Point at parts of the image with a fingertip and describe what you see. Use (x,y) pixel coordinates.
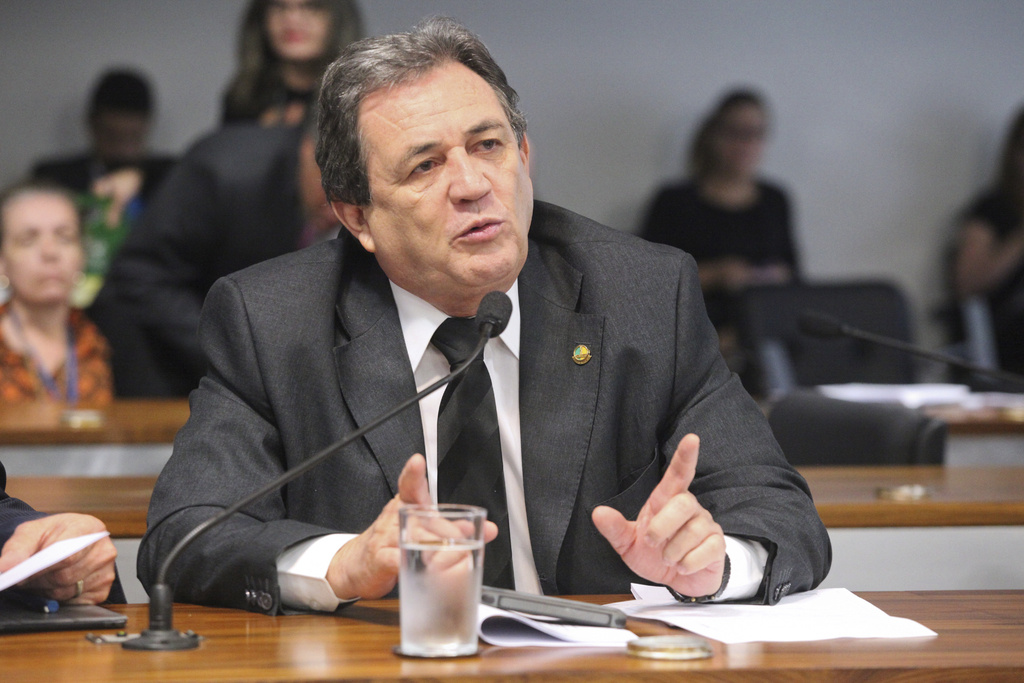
In this picture we can observe a person (399,431) sitting in front of a table (513,649) on which there is a mic (195,640), glass (447,580) and some papers (603,630) placed. In the background (182,171) there are some people (773,256). We can observe a wall (643,68) here.
